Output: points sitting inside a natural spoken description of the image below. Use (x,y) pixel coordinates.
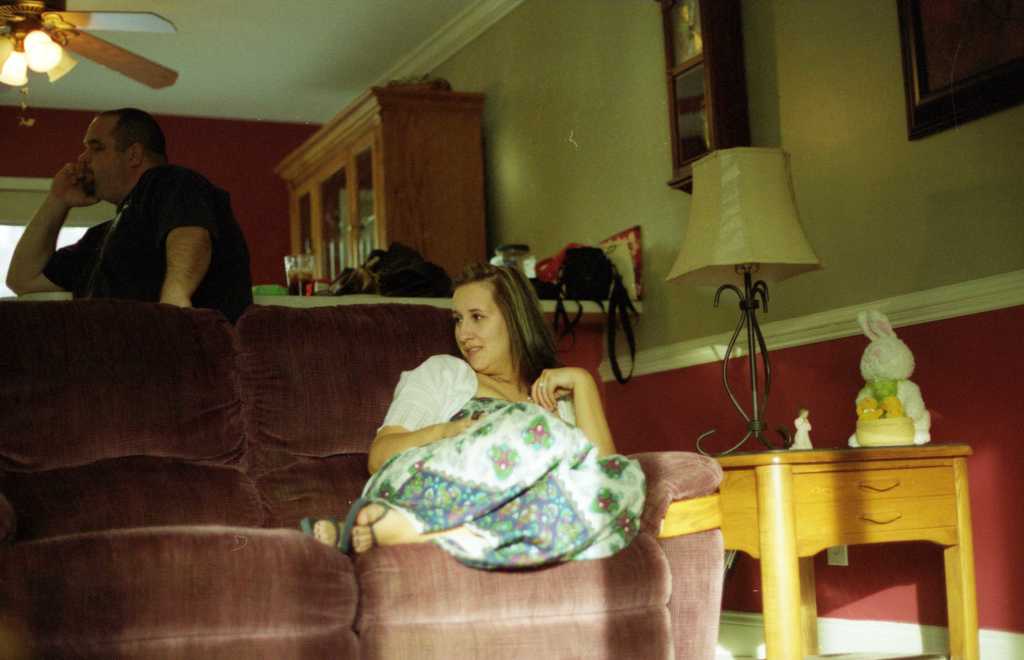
In this image, there is a sofa (425,620) which is in brown color, on that sofa (256,567) there's a girl (436,520) sitting, in the right side (756,535) there is a table (778,511) which is in yellow color, on that table (897,500) there is a white color toy (886,373) and there is a white color lamp (729,235) kept on the table (901,521), in the background (100,239) there is a man (121,233) standing and there is a brown color cupboard (433,210), there is a green color wall (498,34) and there is a red color wall (197,121).
